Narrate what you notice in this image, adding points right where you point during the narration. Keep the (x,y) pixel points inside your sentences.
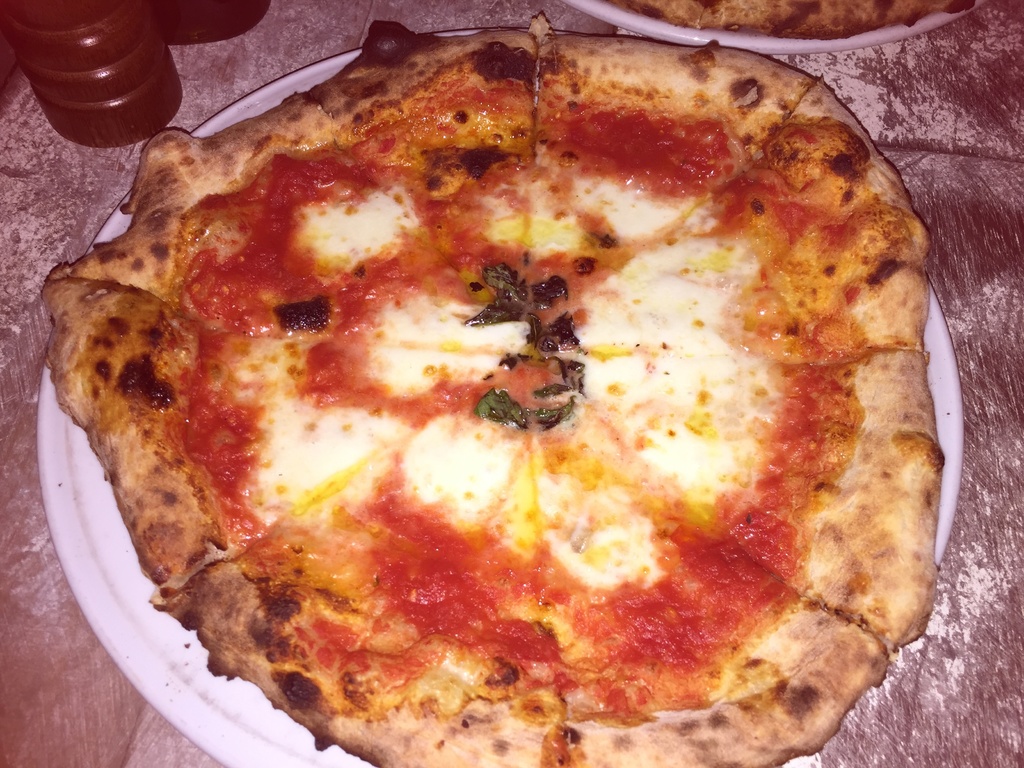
In this picture, we see two plates (769,45) containing pizzas (681,268) are placed on the table (70,707). Beside that, we see a red color bottle (151,52).
